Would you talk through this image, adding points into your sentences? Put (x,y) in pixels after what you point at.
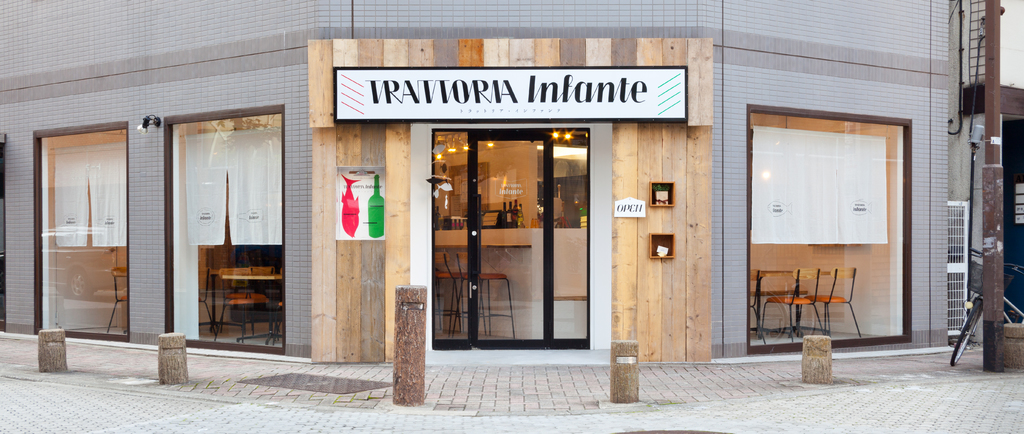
In this image I can see the building (360,245) with glass doors (546,261). I can see the tables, chairs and the lights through the glasses (221,259). There are some boards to the building (943,325). To the right (992,307) I can see the pole (988,261) and the bicycle (978,316).
